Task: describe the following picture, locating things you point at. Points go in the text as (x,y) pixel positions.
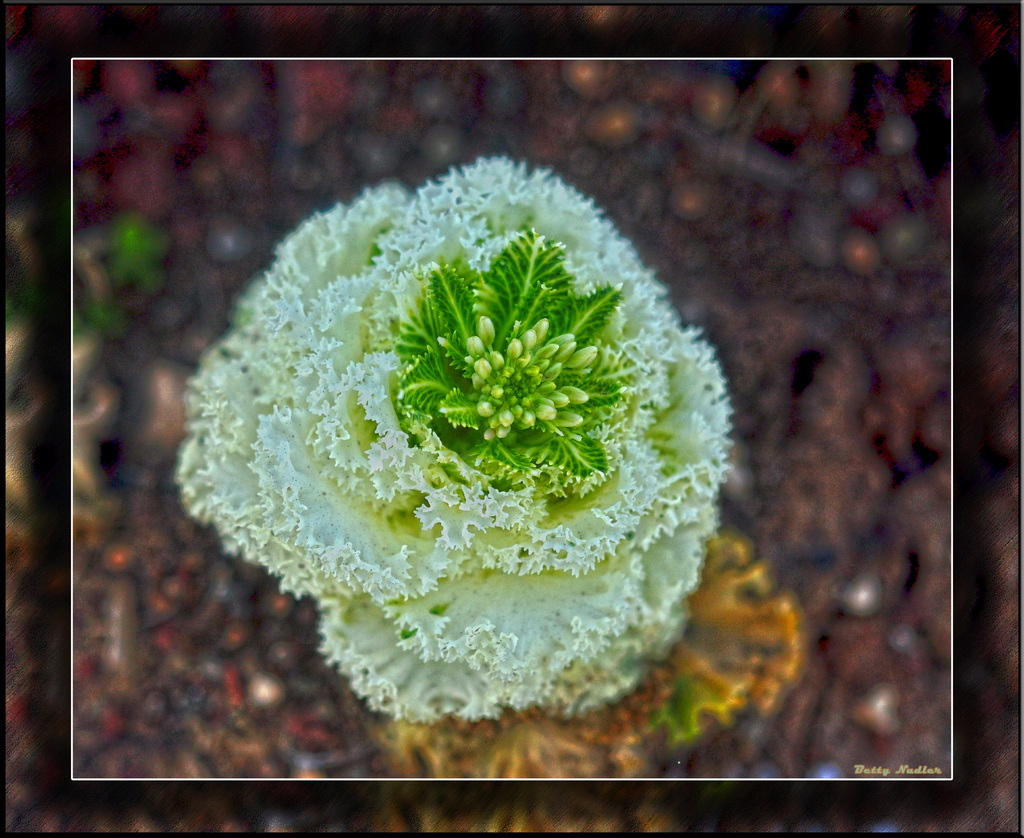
In this image we can see a flowering plant (578,418).
